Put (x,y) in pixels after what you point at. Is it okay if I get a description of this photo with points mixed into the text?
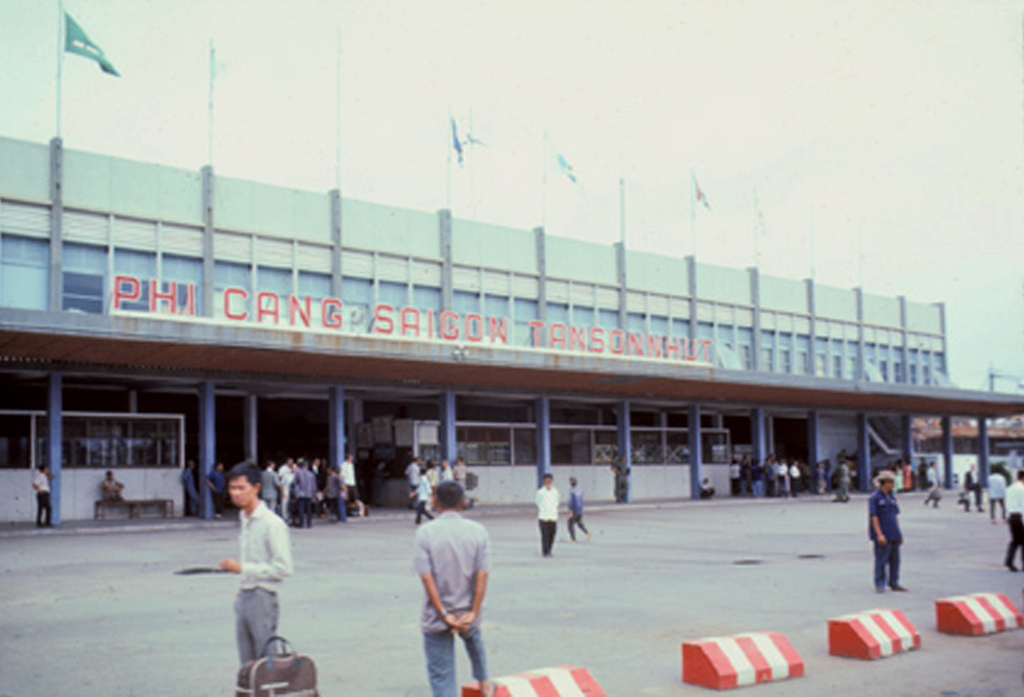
In this image there are group of persons (219,513) standing and walking. In the front (727,667) there are objects (766,666) on the ground (646,683) which are red and white in colour and there is a bag (281,680) which is brown in colour. In the background (395,368) there is a building (605,369) and there is some text (494,337) written on the building (344,313) and on the top of the building (55,229) there are flags (477,138) and on the right side of the building (718,354) there is a house (961,440).
